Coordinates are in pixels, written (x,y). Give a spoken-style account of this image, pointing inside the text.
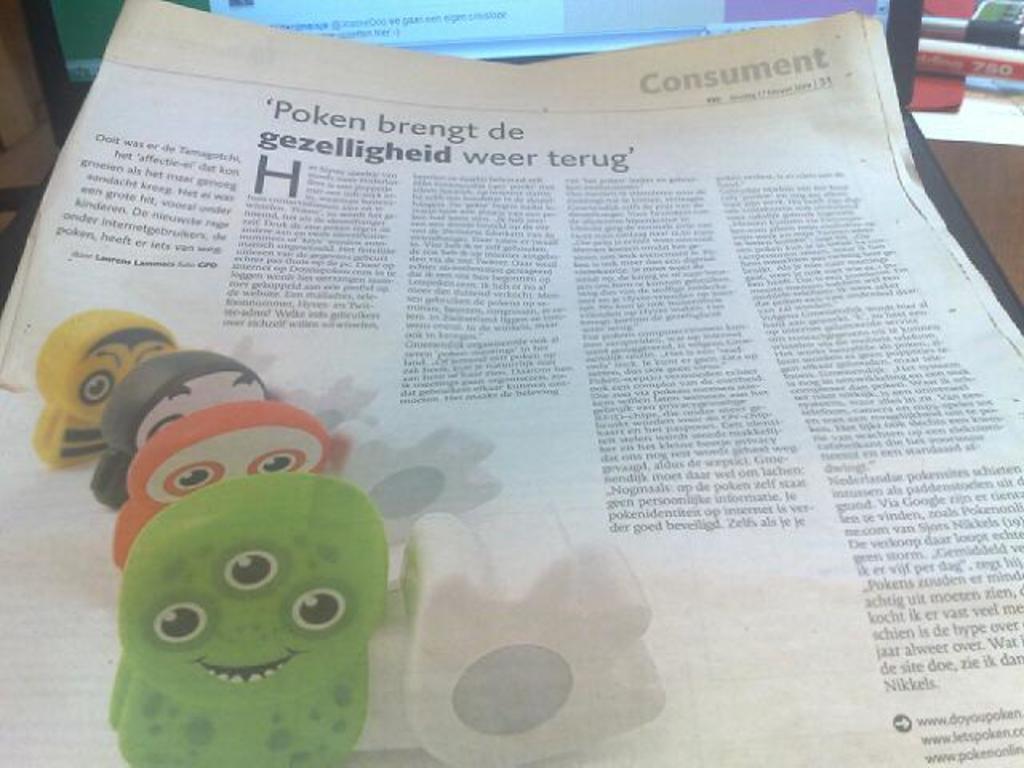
In this image I can see the paper (451,332), laptop (943,198) and some objects (955,114) on the brown color surface (972,168). I can see the green background.
